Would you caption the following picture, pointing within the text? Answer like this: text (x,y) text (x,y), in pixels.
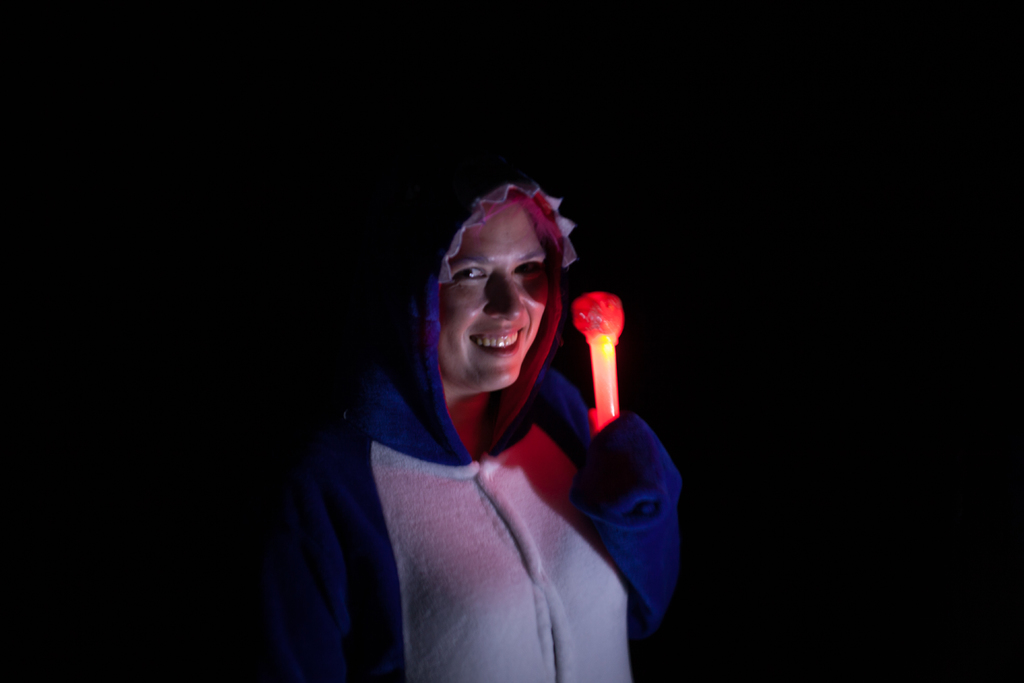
In this image we can see one person (491,641) with smiling face (487,295) standing and holding an object (576,312). The background (895,632) is dark.
